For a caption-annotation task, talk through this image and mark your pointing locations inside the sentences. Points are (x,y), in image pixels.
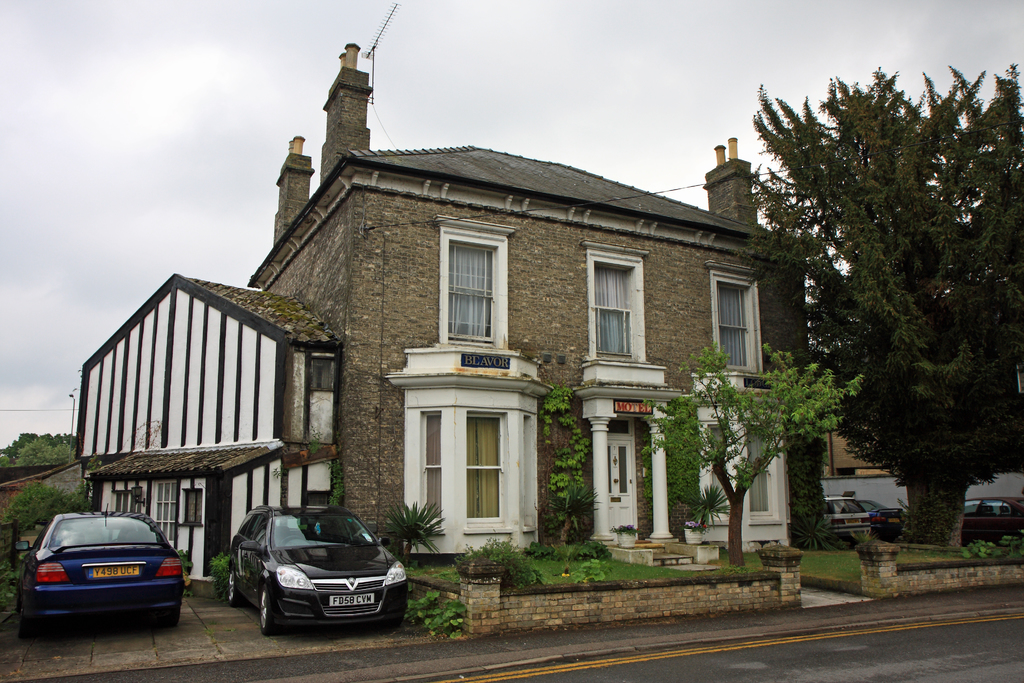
In this image, we can see the house (392,452), walls (365,374), windows (619,340), doors (622,492), pillars (601,478), curtains (762,480) and stairs (663,551). Here we can see few plants (583,492), walkway (819,590). At the bottom (883,654), there is a road (874,674). Here we can see few vehicles (1005,514) and trees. Background (840,17) there is a sky (671,64).
